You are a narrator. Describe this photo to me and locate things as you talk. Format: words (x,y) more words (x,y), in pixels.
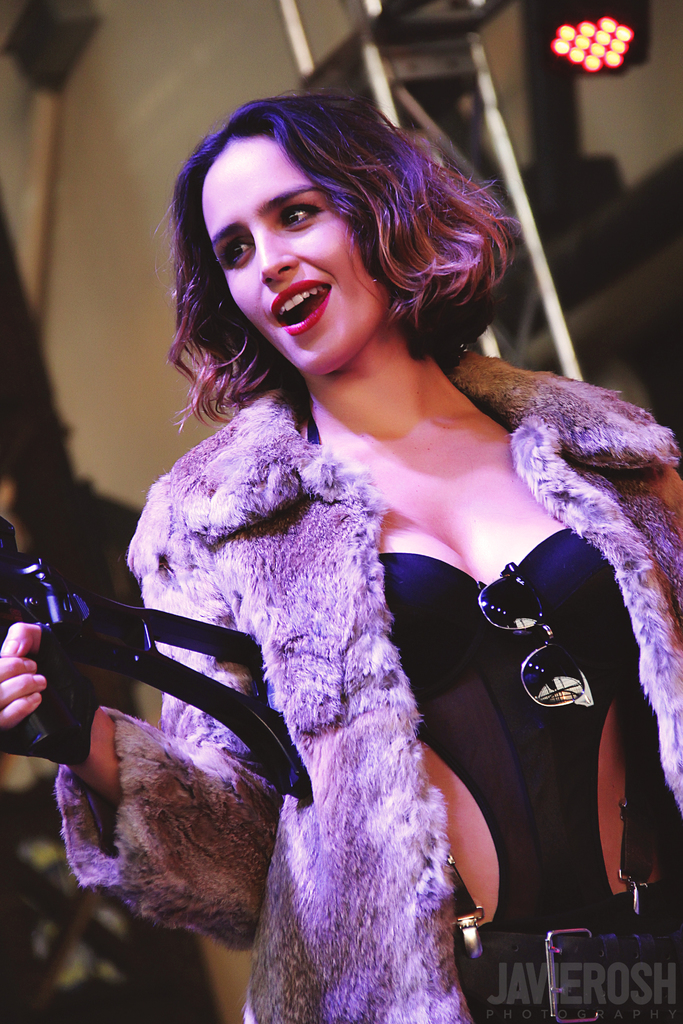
In this image I can see a girl (575,566) standing and holding some object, behind her there is a building (100,536).
